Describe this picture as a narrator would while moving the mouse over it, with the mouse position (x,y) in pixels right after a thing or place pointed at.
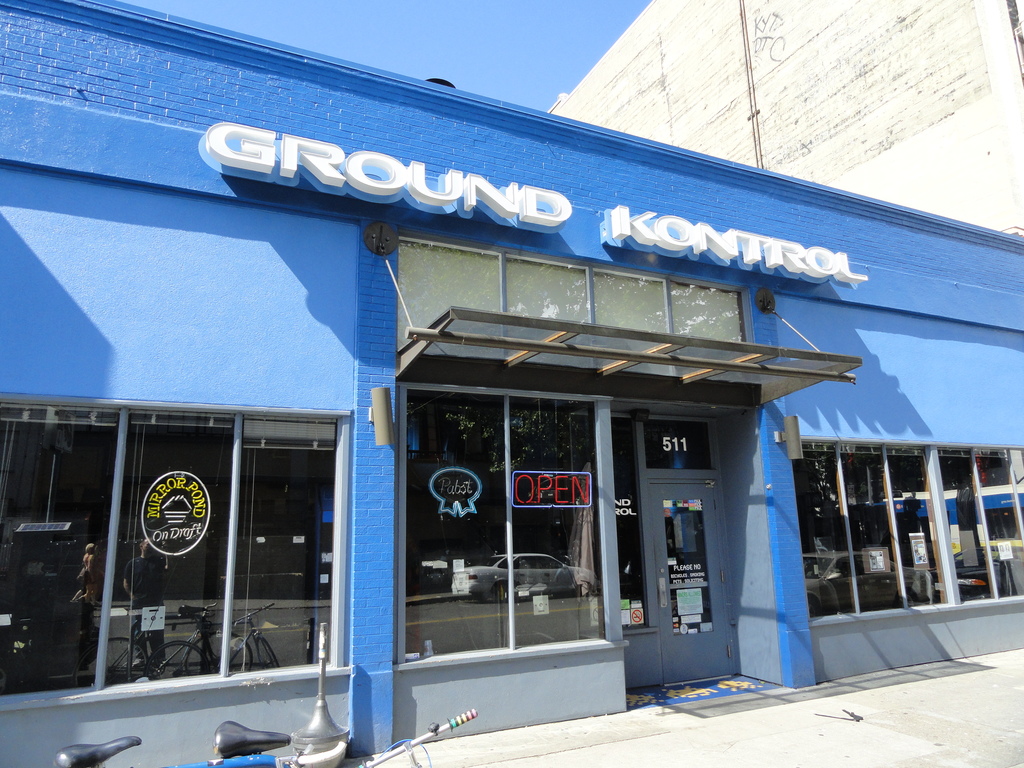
In this image there is one store (630,529) and in the background (806,54) there is another building (709,66), and at the bottom (825,730) there is a road (820,719) and in the center (607,483) there are some glass doors (503,575) and some poles (385,596). Through the window (296,630) we could see a reflection (532,579) of some vehicles (199,636) some persons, and some objects (138,610).
